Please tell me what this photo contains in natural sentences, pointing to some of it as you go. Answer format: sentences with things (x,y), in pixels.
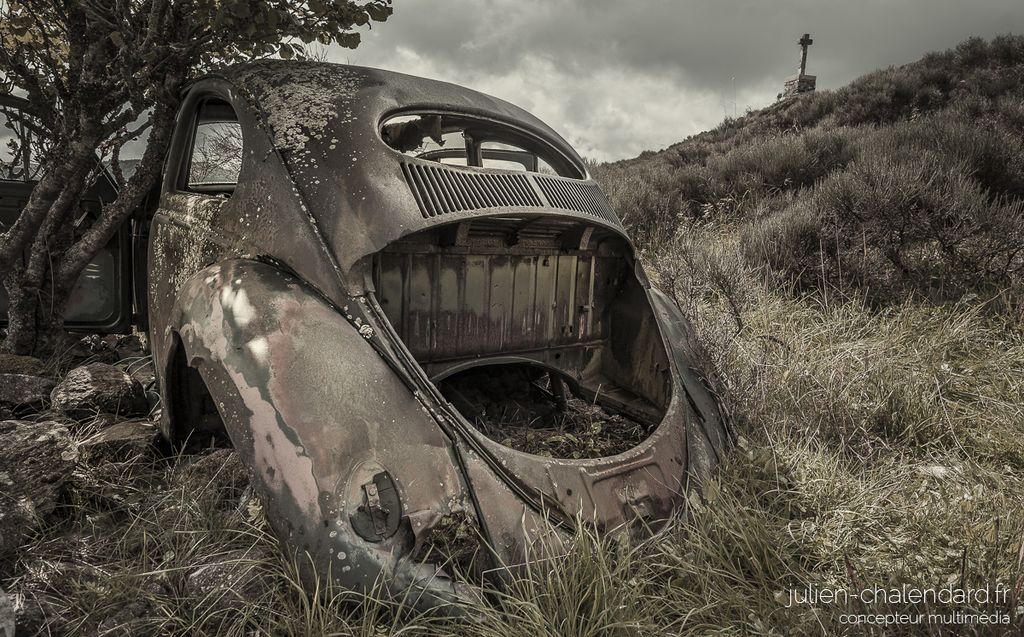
In the image there is a scrapped vehicle (257,288) and around the vehicle (223,208) there is a lot of grass (943,439) and behind a vehicle (99,213) there is a tree (42,88).
